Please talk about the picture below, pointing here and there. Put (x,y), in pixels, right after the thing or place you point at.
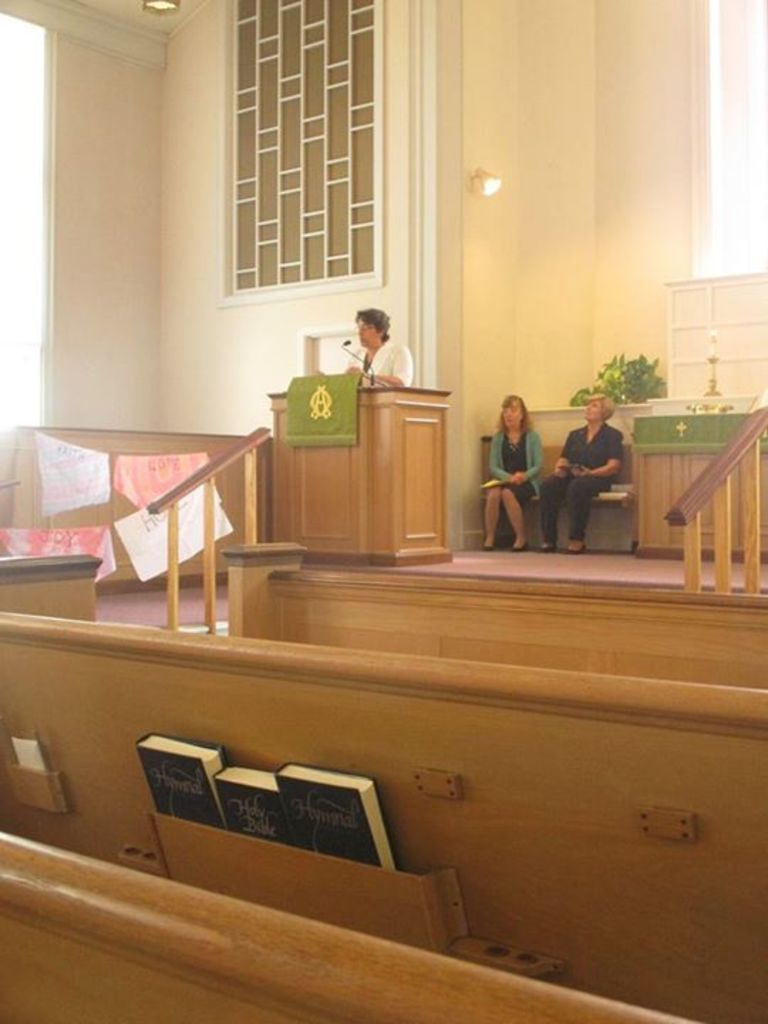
This picture shows two women (590,426) seated and a woman (406,361) standing at the podium (369,404) and speaking with the help of a microphone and we see three books (302,802) in the stand (425,902).
